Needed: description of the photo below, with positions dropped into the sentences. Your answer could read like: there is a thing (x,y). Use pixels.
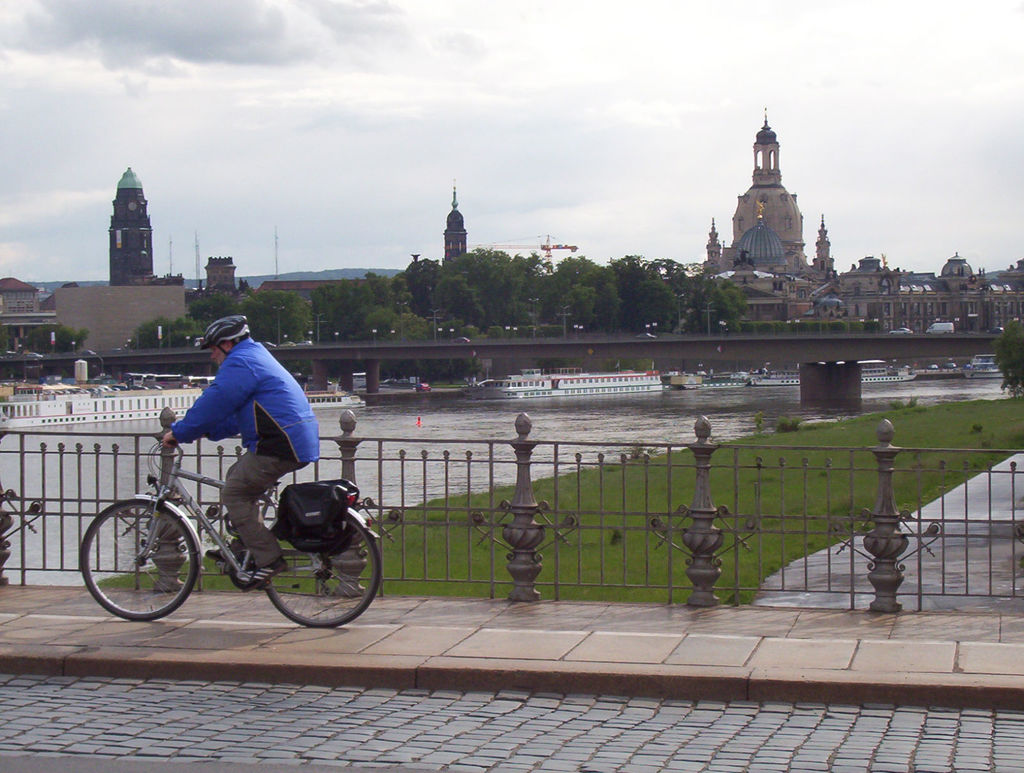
The person (242,389) wearing a blue jacket (255,386) and black helmet (243,334) is riding a bicycle (178,490) beside him there is a river (447,434) and grass (683,497) and there is also a bridge (561,353), trees (501,310) and buildings (749,286) in the background (608,296).
